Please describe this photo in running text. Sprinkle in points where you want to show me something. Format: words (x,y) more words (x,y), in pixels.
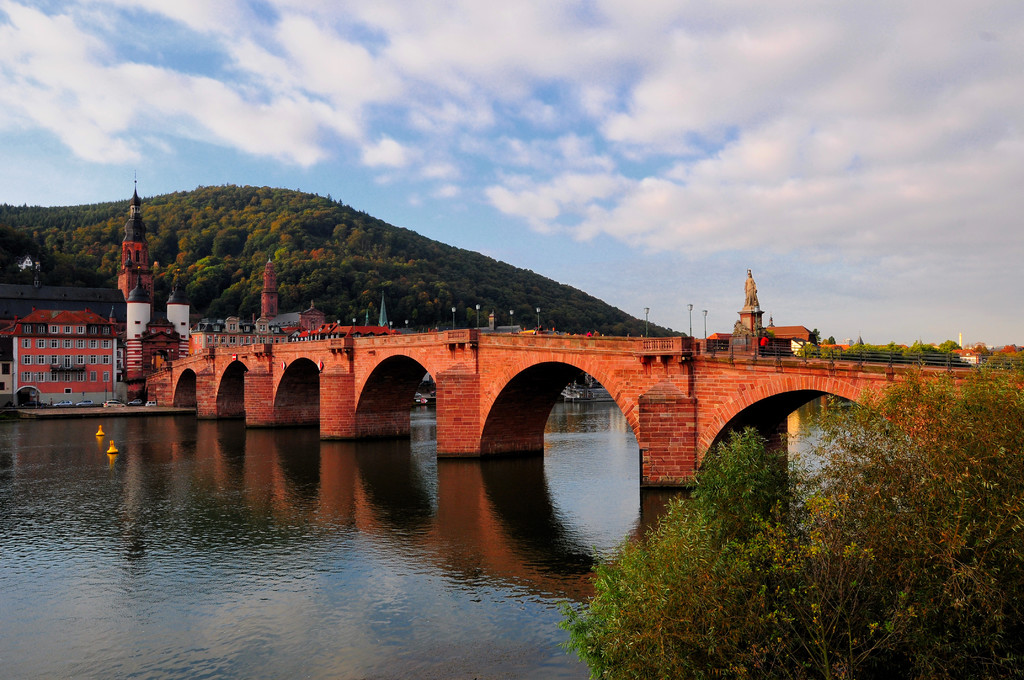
In this image I can see water (306,563). There is a bridge (484,412), a statue (756,328) and a hill (59,244). There are buildings (794,325), vehicles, trees (954,577), plants (969,553) and in the background (520,251) there is sky (563,228).
